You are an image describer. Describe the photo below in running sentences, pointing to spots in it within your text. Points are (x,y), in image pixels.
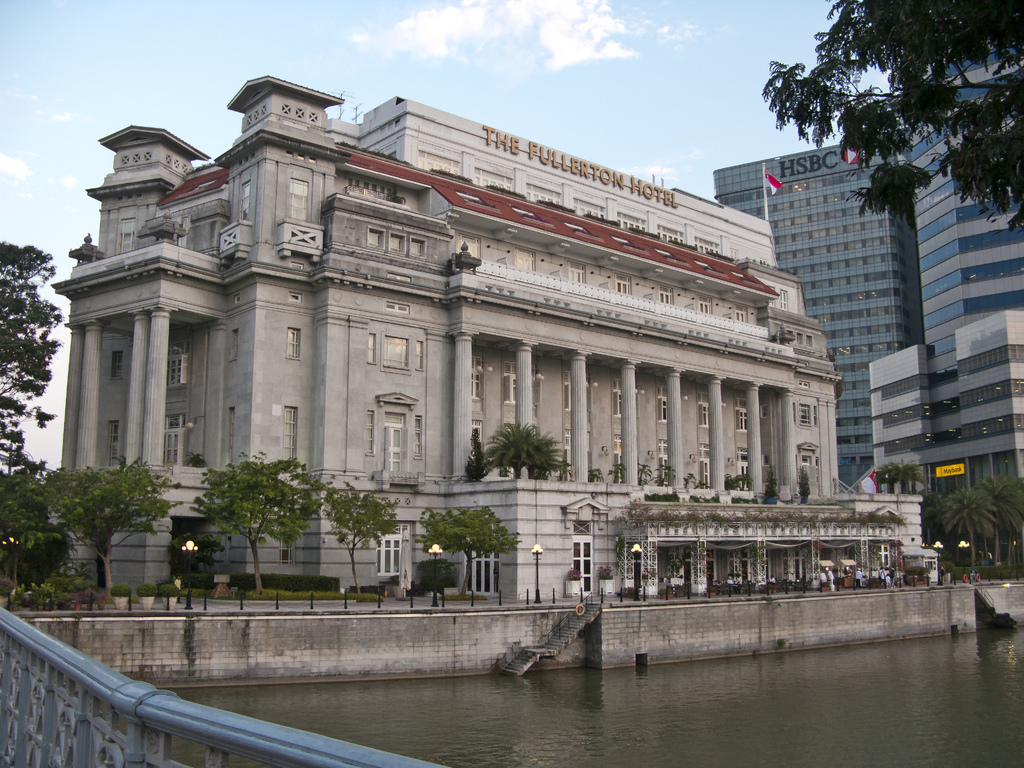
In this image I can see buildings (371,443). There are trees (10,340), stairs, lights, iron poles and there is a pole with flag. Also there is water (396,694), fencing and in the background (456,74) there is sky (514,64).
